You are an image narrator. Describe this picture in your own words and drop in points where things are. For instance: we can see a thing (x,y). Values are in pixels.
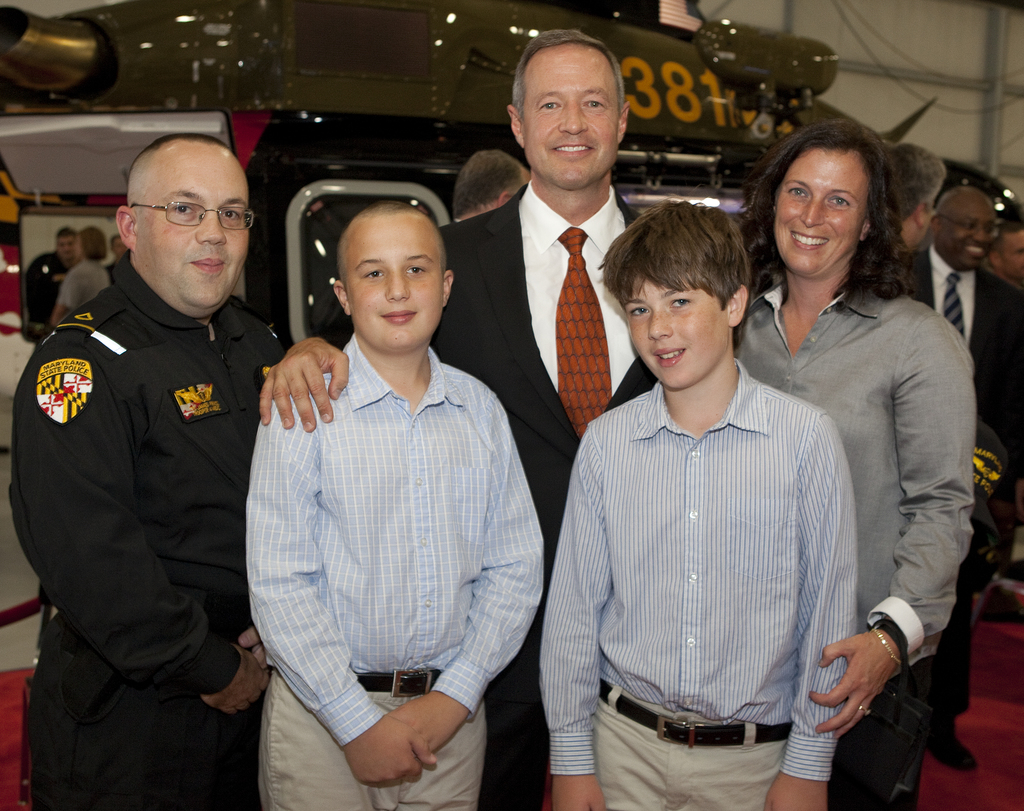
In this picture there are people (666,312) those who are standing in the center of the image (458,364), there are other people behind them.
